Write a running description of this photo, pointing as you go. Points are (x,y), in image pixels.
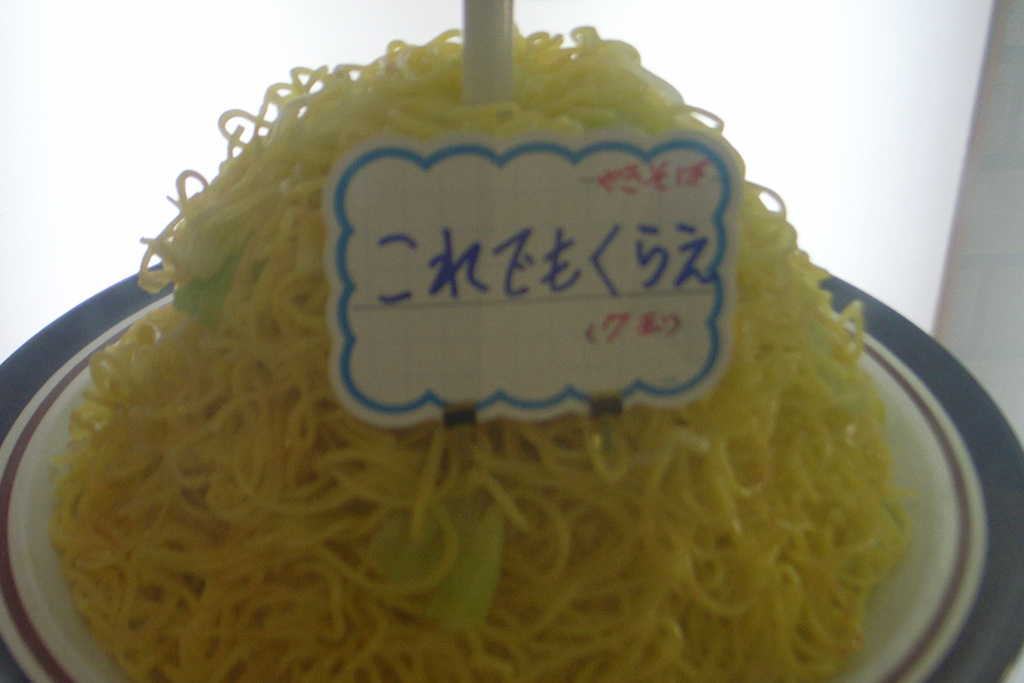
In this image there is a plate (70,413) with noodles (312,155) on it and there is a sticker (535,301) with a text (449,260) on it.
